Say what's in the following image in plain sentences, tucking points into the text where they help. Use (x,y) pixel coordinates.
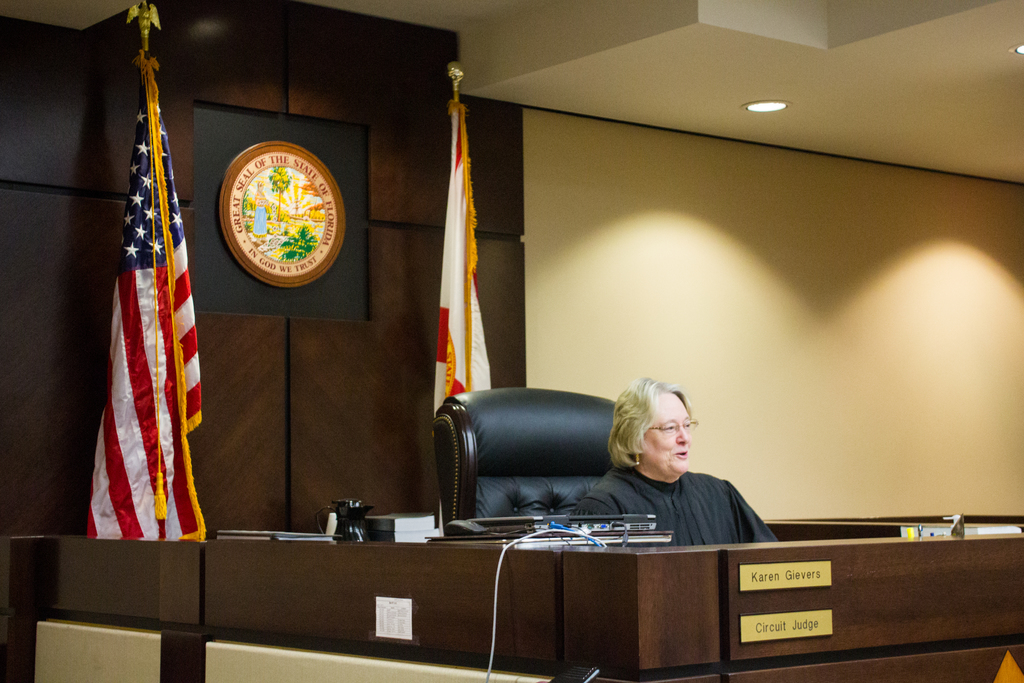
In the center of the image (641,453) we can see a lady (712,526) is sitting on a chair (594,468). In the background of the image (1010,387) we can see the wall (509,237), boards (750,571), flags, papers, books (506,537), wire (498,596) and some other objects (354,530). At the top of the image (828,54) we can see the roof (758,120) and lights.
